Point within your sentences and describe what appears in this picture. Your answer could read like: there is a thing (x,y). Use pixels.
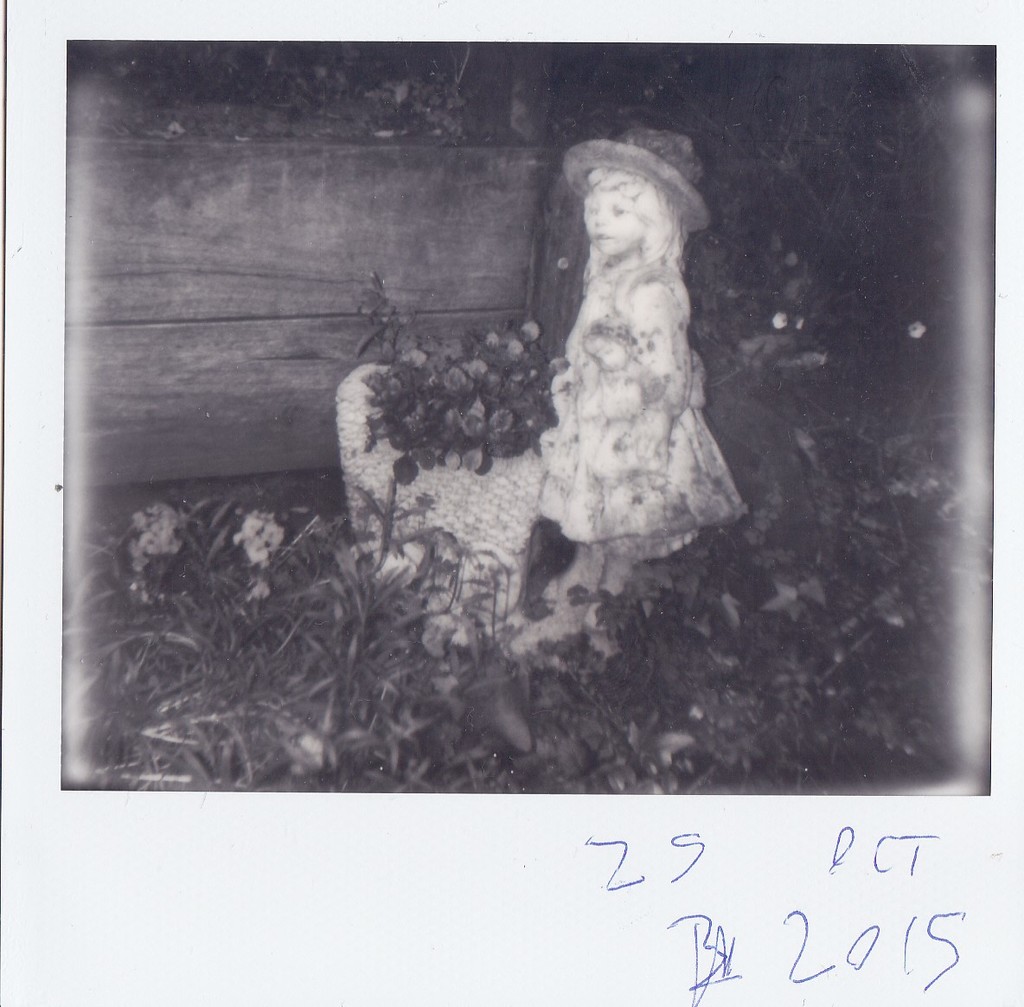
In the center of the image (558,461) there is a statue (558,461) of a girl (547,508). At the bottom of the image (569,739) there are plants (748,660). There is some text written at the bottom of the image (884,830).
